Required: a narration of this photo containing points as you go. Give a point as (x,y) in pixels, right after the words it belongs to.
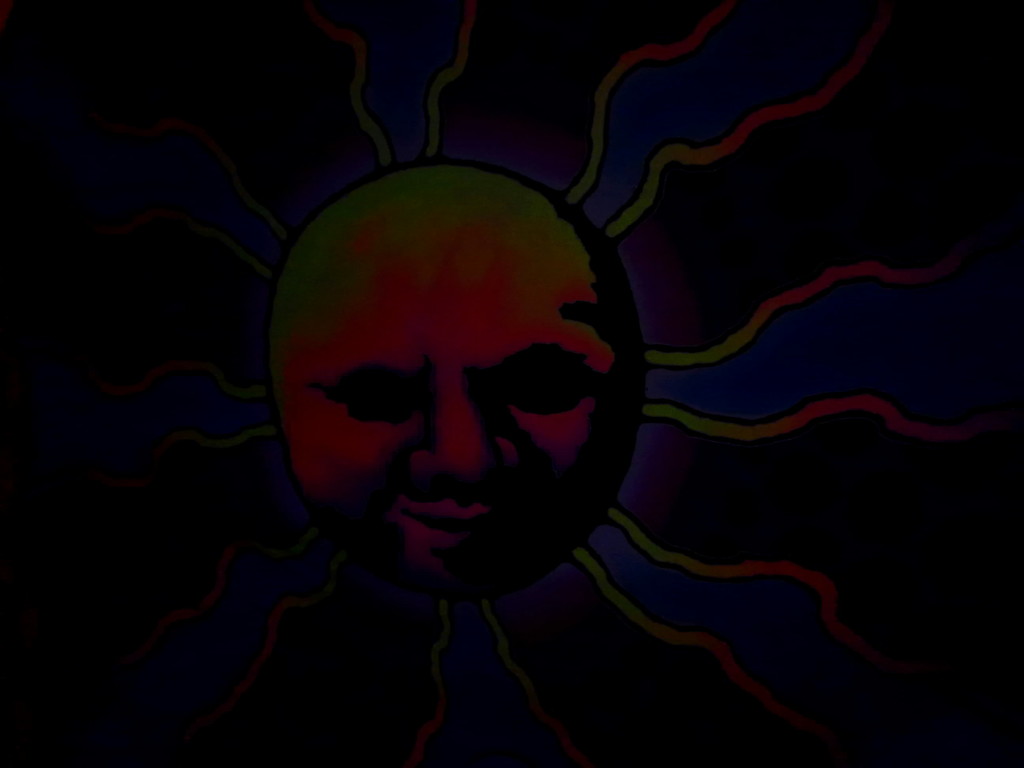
In this image there is a painting (346,315) of a person's face (432,393).
